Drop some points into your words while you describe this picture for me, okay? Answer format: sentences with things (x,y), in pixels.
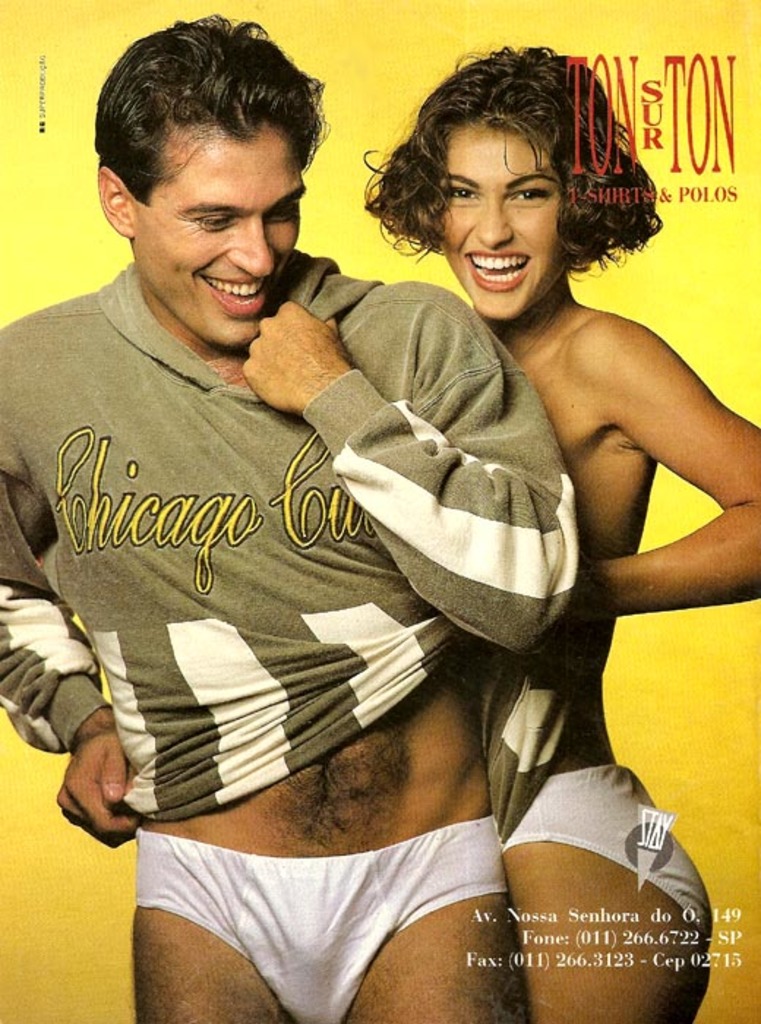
There is one man (278,486) and a woman (599,478) standing in the middle of this image (434,568), and there is some text (677,60) in the top right corner of this image (663,115), and at the bottom of this image (579,916) as well.
